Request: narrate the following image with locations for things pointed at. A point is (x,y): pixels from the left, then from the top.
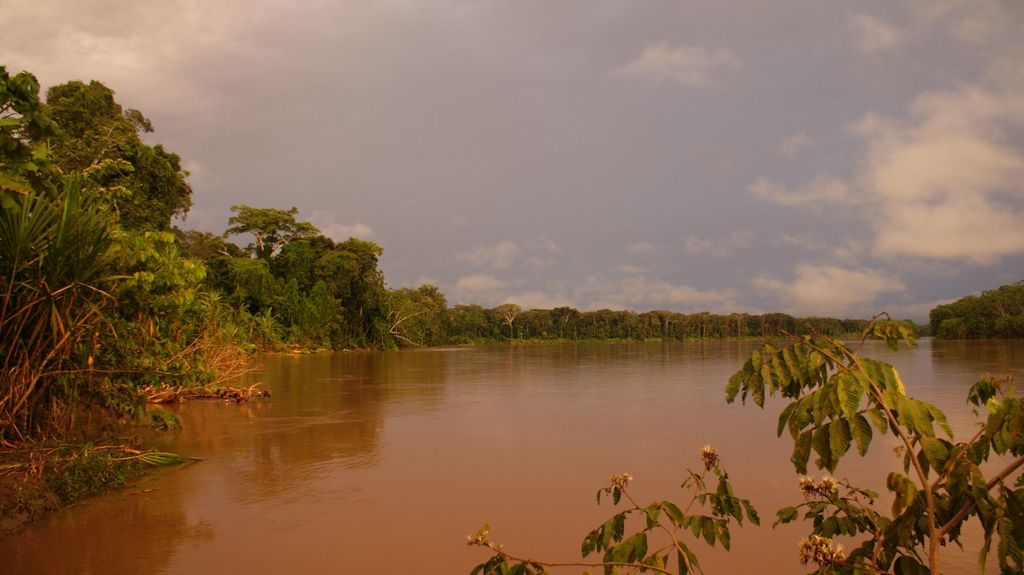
This picture shows water (484,394) and many trees (936,316) around and we see a blue cloudy sky (630,175).
